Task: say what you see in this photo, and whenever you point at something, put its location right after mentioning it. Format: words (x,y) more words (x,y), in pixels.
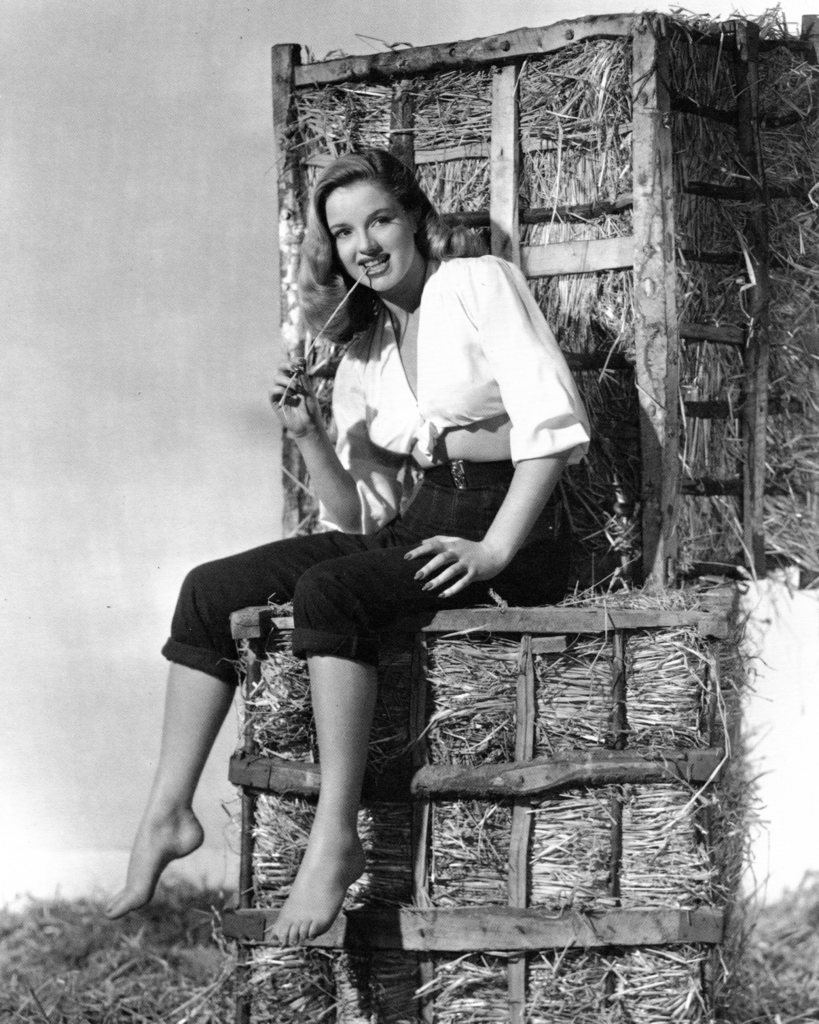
This is a black and white picture. In this picture, we see a woman (412,337) is sitting on the wooden block (571,642). She is smiling and she might be posing for the photo. Behind her, we see a wooden block (668,208) which is filled with the dry grass (546,230). At the bottom (144,924), we see the grass (164,964). In the background (182,325), we see the sky (113,236).
